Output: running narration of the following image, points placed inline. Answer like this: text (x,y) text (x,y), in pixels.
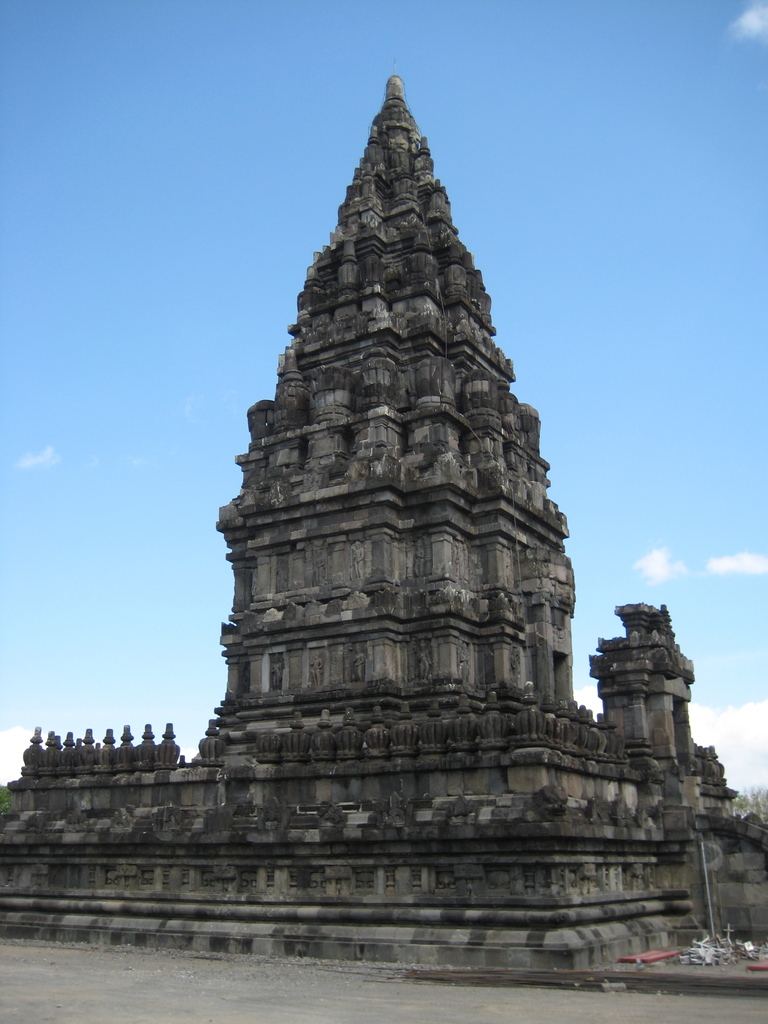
In this picture I can see a temple (416,841), there are some items (599,971), there are trees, and in the background (163,362) there is sky (121,458).
